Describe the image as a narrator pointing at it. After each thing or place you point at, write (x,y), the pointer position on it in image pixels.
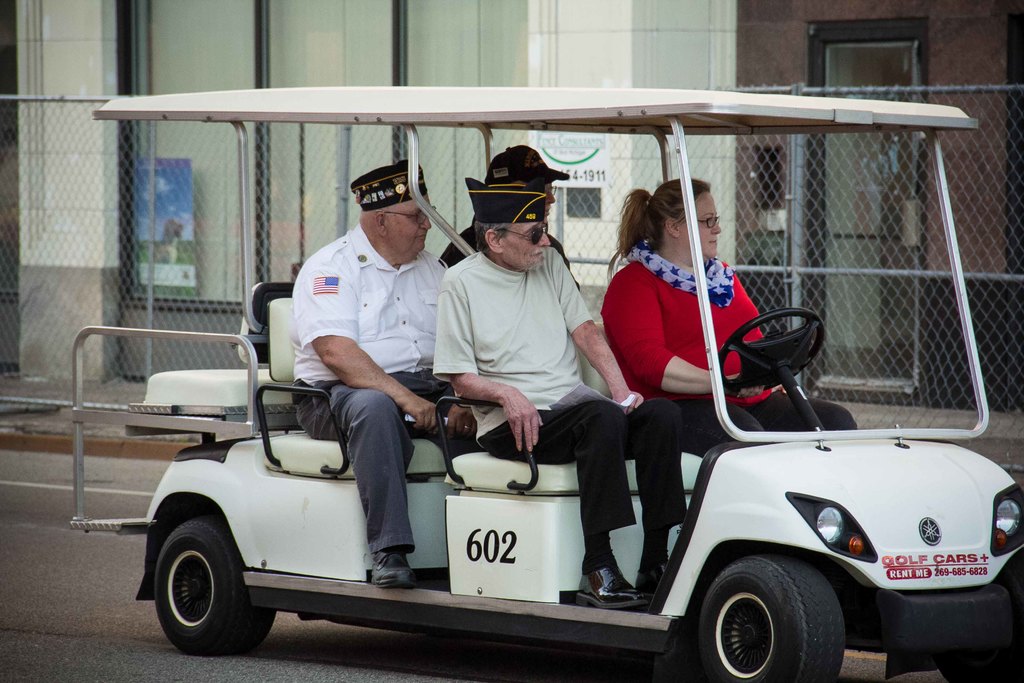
Here I can see a vehicle (334,573) on the road (83,646). Inside the vehicle (694,234) a woman (661,279) and few men (472,268) are sitting and everyone is looking at the right side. Beside the road (22,660) there is a net fencing (93,226). In the background (525,48) there is a wall (786,27) along with the door (853,68).
